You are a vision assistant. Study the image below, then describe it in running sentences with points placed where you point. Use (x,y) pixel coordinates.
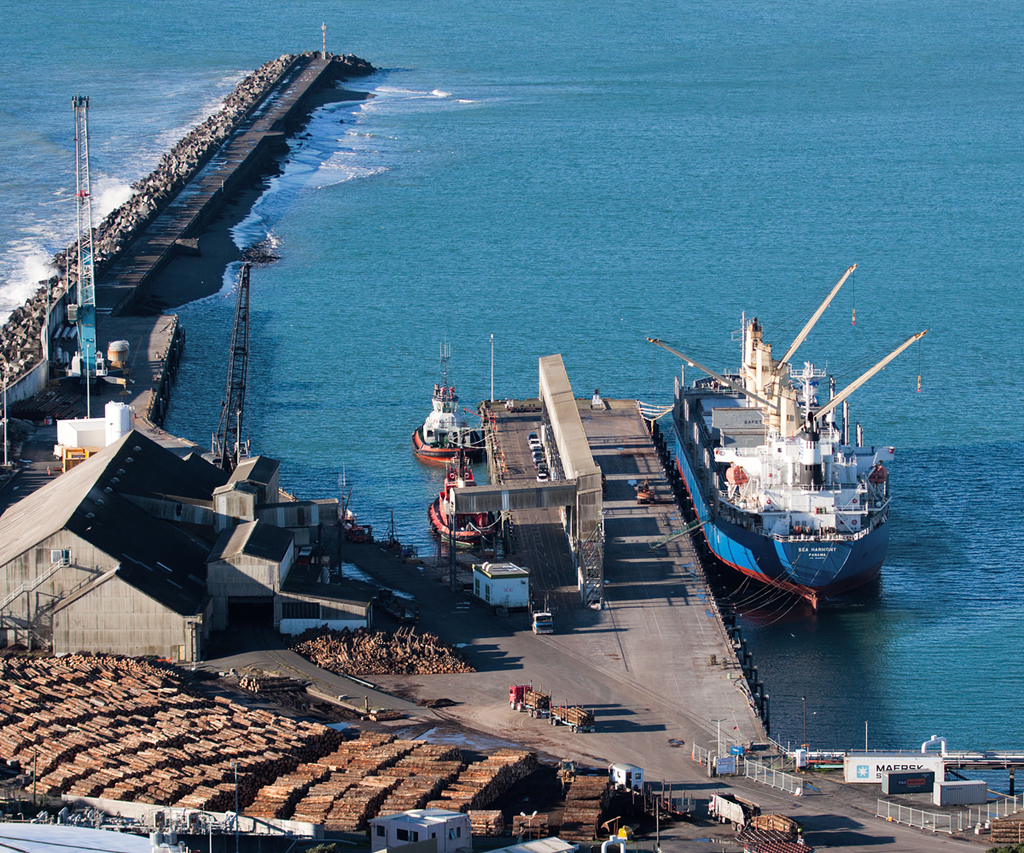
In this image in the front (416,825) there are objects (414,758) which are brown in colour and there is a building (428,833) which is white in colour. In the center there is a vehicle (535,699) moving on the road (564,696) and in the background (455,459) there are ships (456,453). There is a bridge (141,255) and there is a tower (83,226) and there is an ocean (658,187). On the left side (178,558) there is a cottage (161,566) and on the right side (861,775) there are objects (844,769) which are white in colour and there is a fence (900,805) which is white in colour.
